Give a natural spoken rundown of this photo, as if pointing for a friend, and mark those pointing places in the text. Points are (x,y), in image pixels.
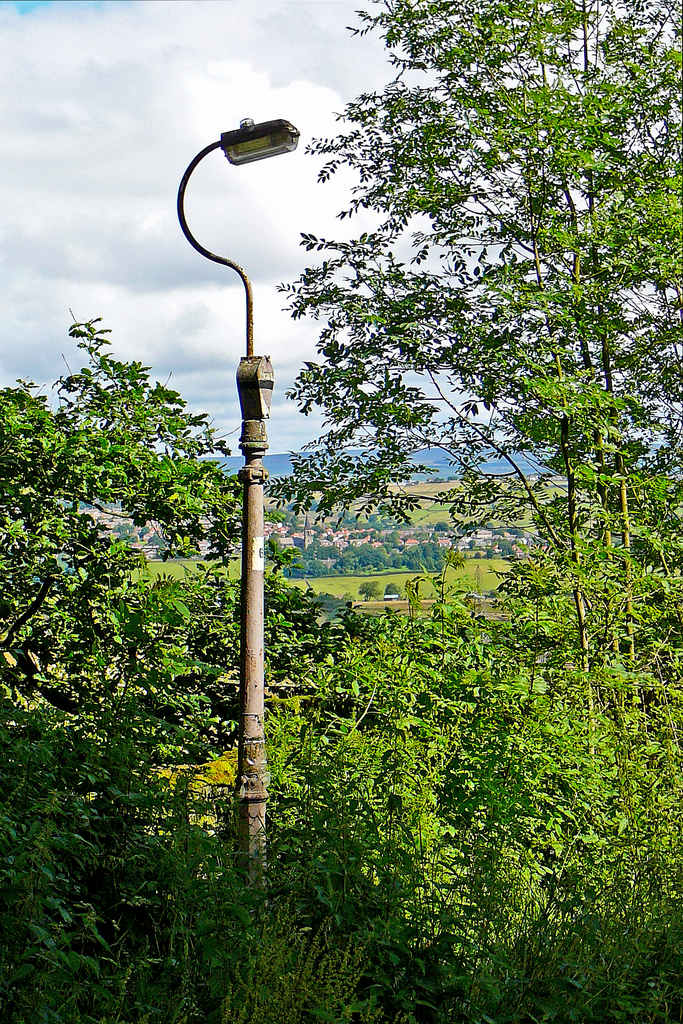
In this image, at the left side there is a pole (262,405), on that pole (243,792) there is a light (258,134), we can see some green color plants (423,867) and trees (502,392), at the top (208,52) there is a sky (177,57) which is cloudy.
